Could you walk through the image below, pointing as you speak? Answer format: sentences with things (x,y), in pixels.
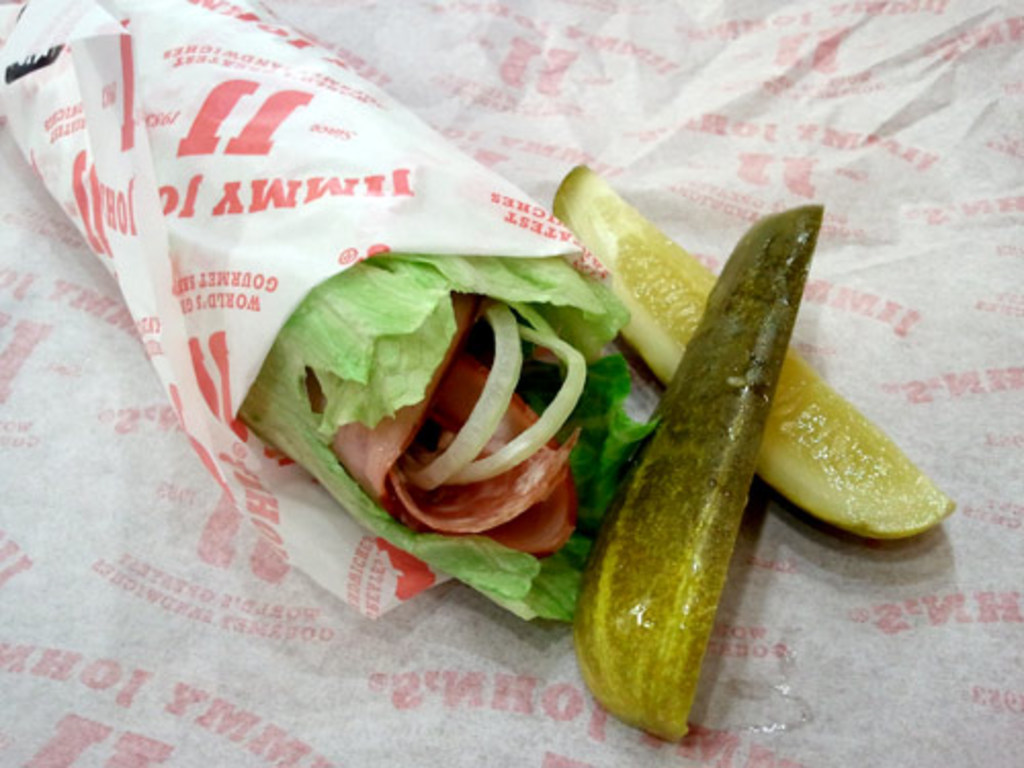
In this picture I can see food (397,396) wrapped in a wrapper (227,207) and I can see text (227,207) on the wrapper (227,207) and I can see couple of cucumber pieces (748,389) and a paper (741,174) in the background (806,193).
